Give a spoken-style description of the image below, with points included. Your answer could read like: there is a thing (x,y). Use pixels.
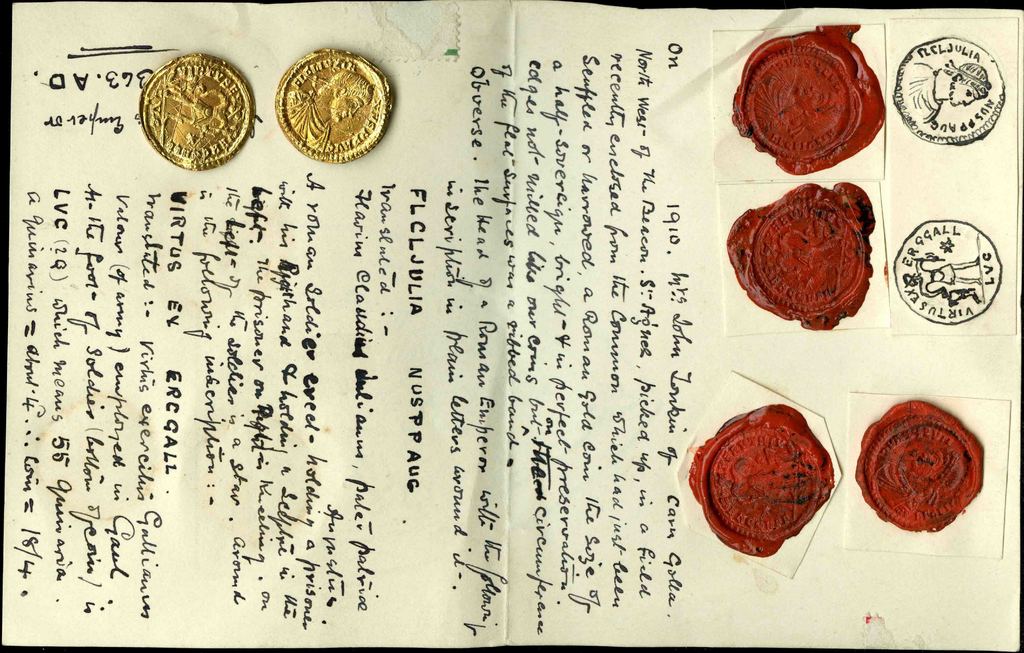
In this image there is a paper (559,362). There is text (212,273) on the paper (257,336). In the top left (184,105) there are coins (246,105) on the paper (263,88). To the right (741,480) there are wax stamps (791,486) on the paper (854,476).
